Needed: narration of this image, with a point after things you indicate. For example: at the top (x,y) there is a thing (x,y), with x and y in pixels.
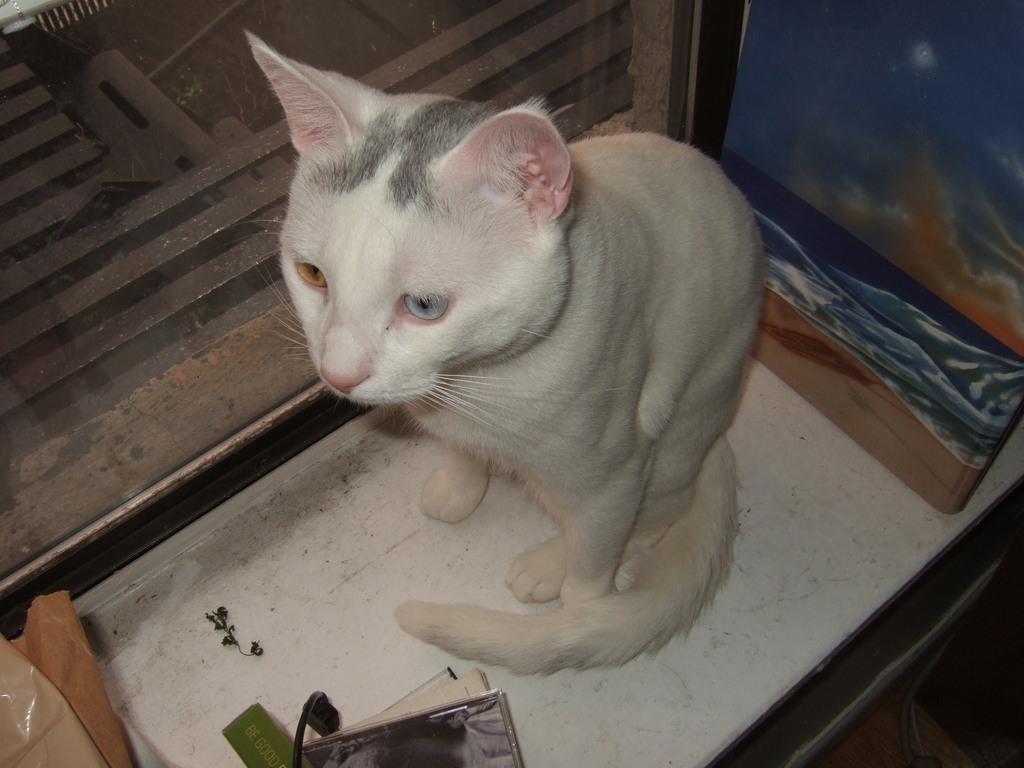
In this image I can see a white colour cat (425,363) is sitting. I can also see few other stuffs (252,720) over here.
